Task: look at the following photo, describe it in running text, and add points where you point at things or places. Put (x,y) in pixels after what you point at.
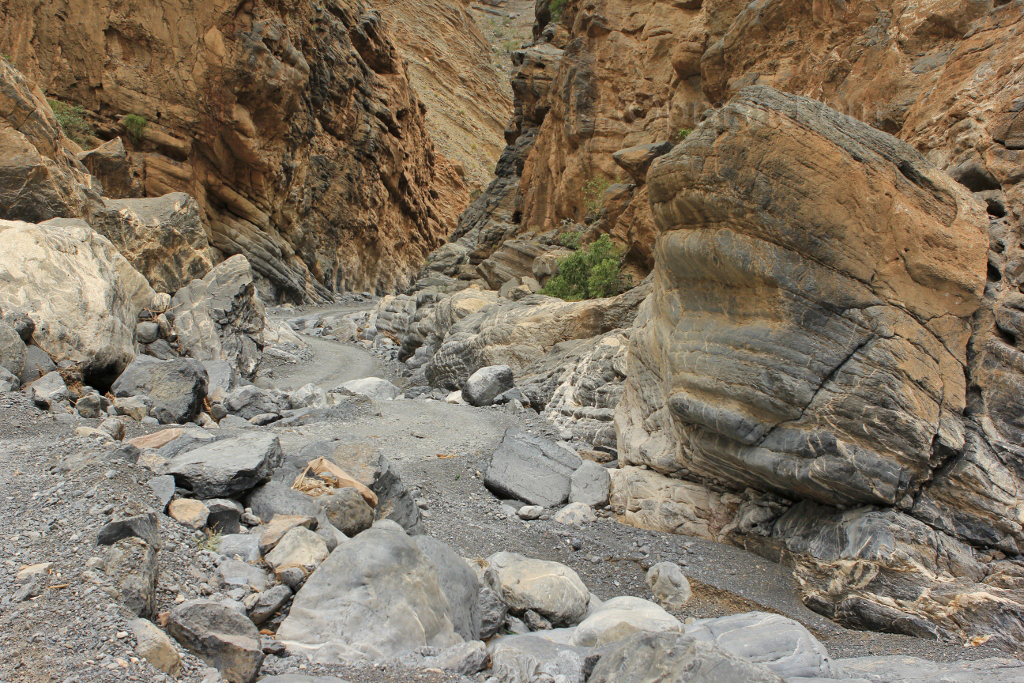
In this picture we can see stones (53,363), plants (588,263) and rocks (408,97).
